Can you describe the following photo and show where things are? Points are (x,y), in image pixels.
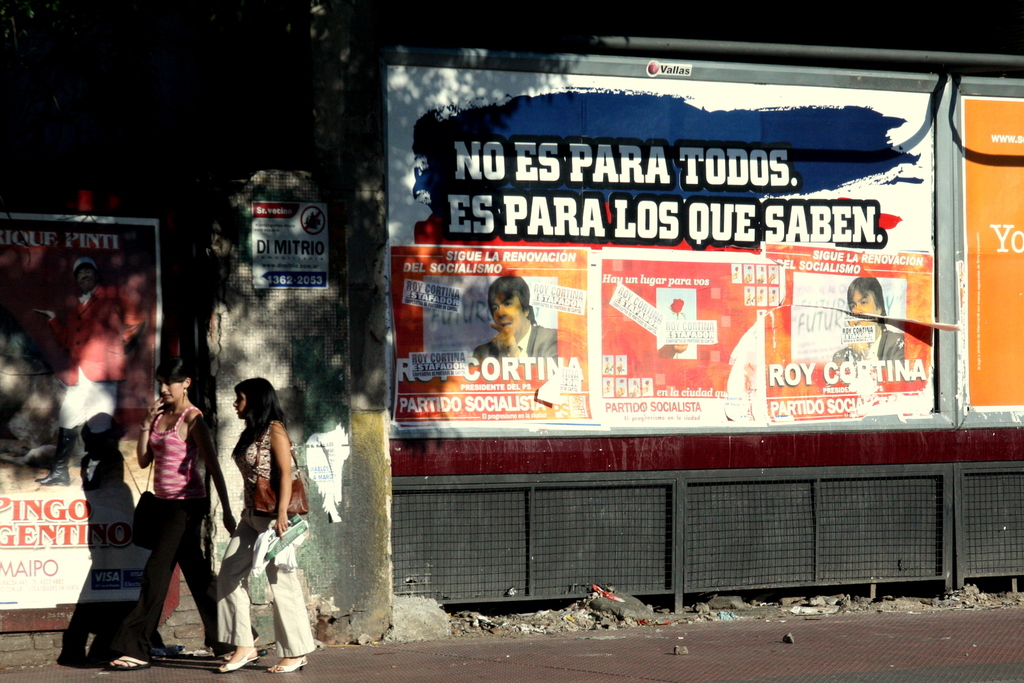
On the left side of the image (157,477) we can see two ladies (230,569) are walking and carrying bag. In the background of the image (368,388) we can see wall (363,335), poster (724,280), board (905,222), rod (954,219), fencing (718,491). At the bottom of the image (691,656) we can see some stones (466,612), road (773,624).
